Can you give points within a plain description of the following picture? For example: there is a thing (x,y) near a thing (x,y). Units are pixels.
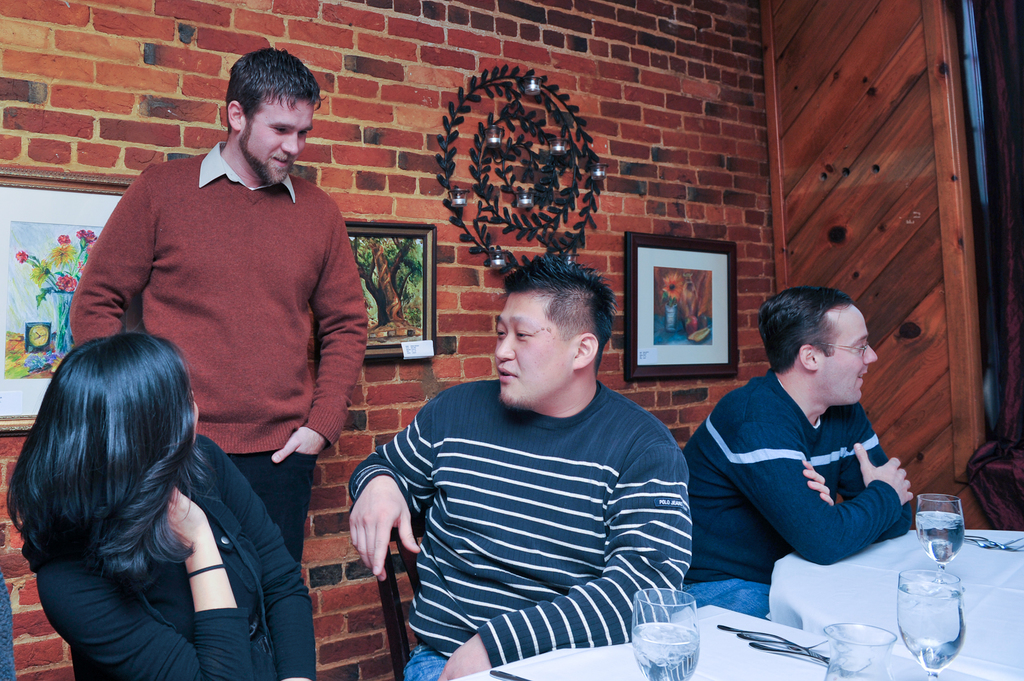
There are four people (284,412) in a room (593,285). The three persons (532,271) are sitting on a chairs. On the left side (237,158) we have a one person (273,203) is standing. There is a table (803,579). There is a glass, fork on a table (791,564). We can see in background (473,235) photo frame (646,258), red wall brick (409,54), cupboard (874,145).
